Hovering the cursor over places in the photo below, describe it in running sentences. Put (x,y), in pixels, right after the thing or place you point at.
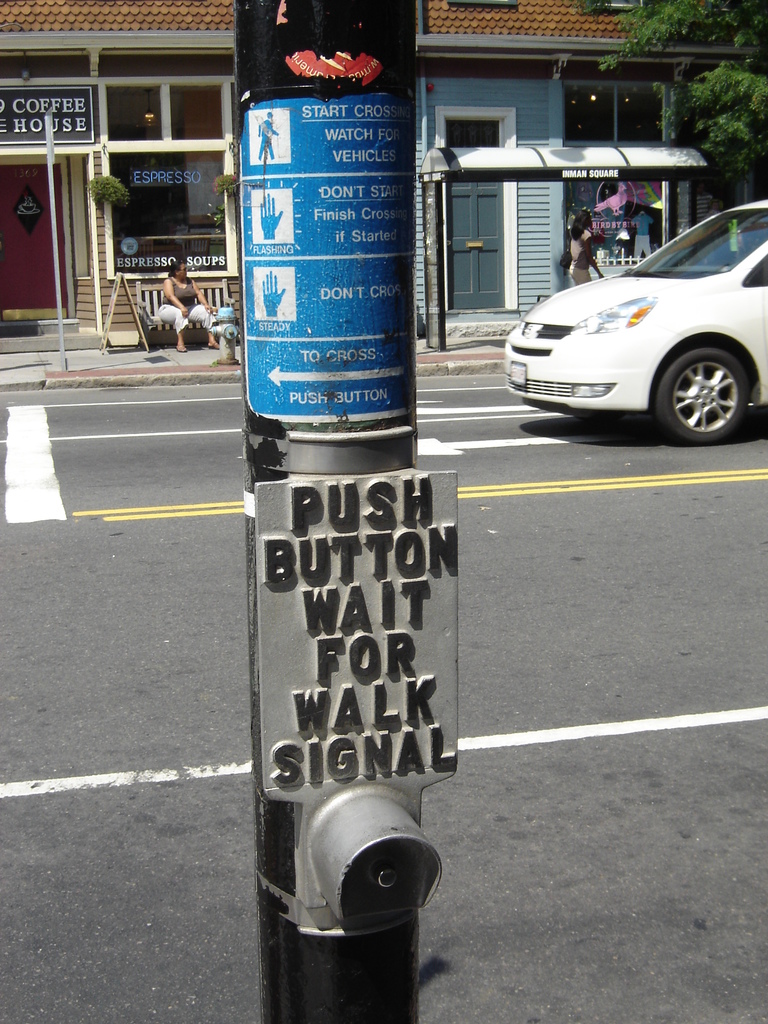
In this image we can see two women (189,287). One women (177,316) is sitting on chair (149,309) and other woman (576,229) is standing on the path (81,372). To the right side of the image (699,244) we can see a car (669,372) parked on the road (526,455). In the foreground of the image (453,579) we can see a pole (373,978) and in background (738,129) we can see a tree (742,98) and building (134,87).
